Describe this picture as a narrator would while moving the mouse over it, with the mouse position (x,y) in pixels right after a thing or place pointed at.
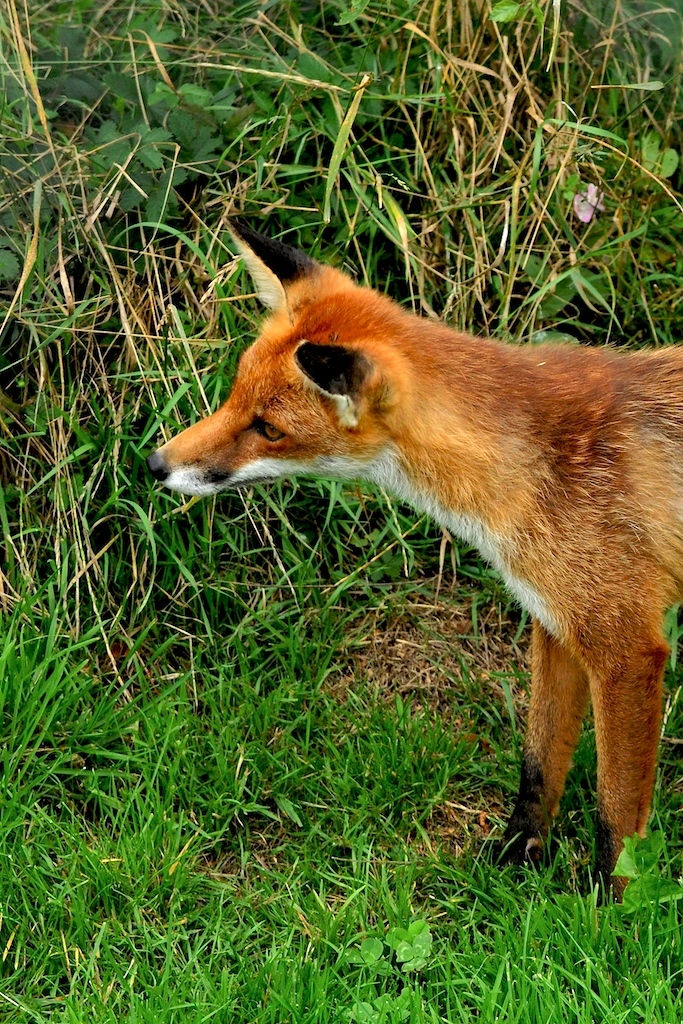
In this image there is one fox (442,466) at right side of this image (522,561) and there are some grass (511,161) in the background (269,729).
